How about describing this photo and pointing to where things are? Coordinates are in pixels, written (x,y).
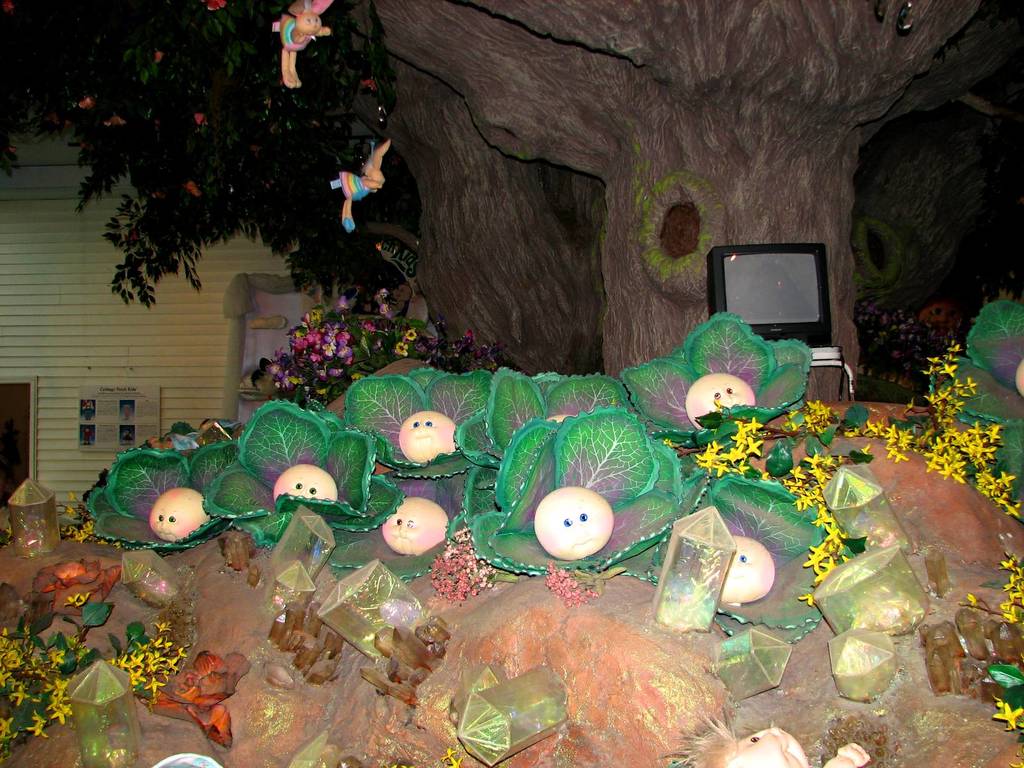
In this image there is a tree (628,312). At the bottom (276,766) there is a rock (546,594) and we can see leaves (525,432), flowers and some decors (493,677) placed on the rock (574,642). In the background (149,369) there is a building (97,339). On the right (818,363) there is a television (813,335) placed on the stand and there are dolls (304,13).
